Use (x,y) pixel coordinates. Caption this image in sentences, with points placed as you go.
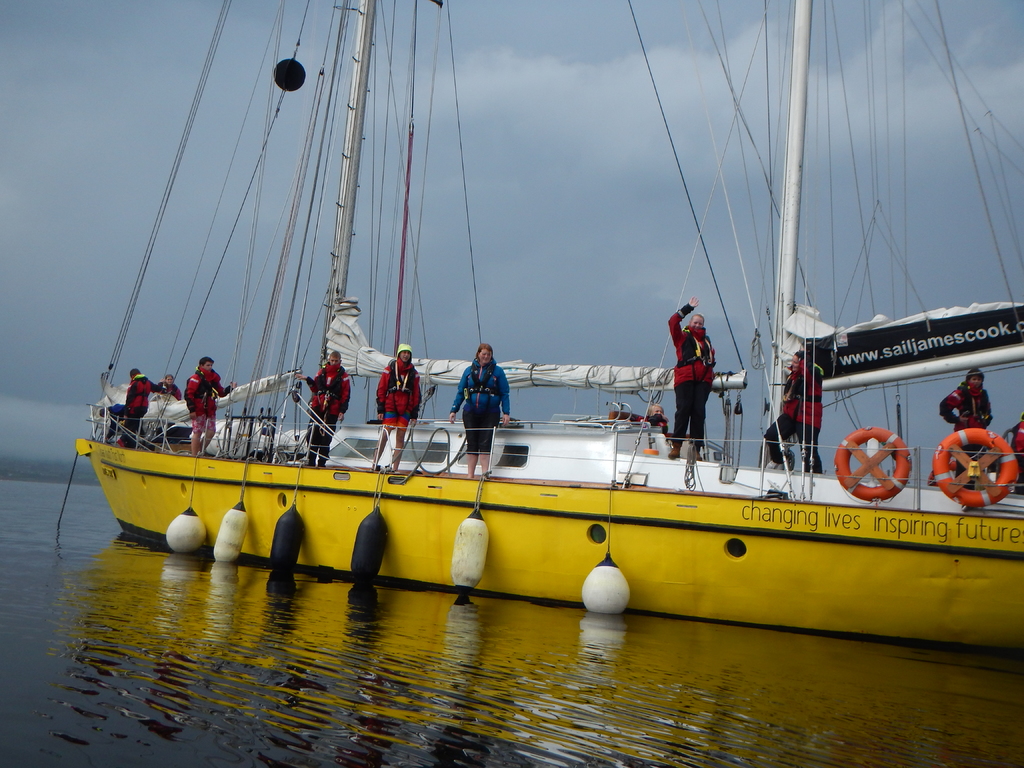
In this image there is a boat (518,559) sailing on the surface of the water (325,639). There are fenders (462,549) hanging from the boat (363,506). There are people (334,404) standing on the boat (560,449). Top of the image (526,19) there is sky (560,156).
